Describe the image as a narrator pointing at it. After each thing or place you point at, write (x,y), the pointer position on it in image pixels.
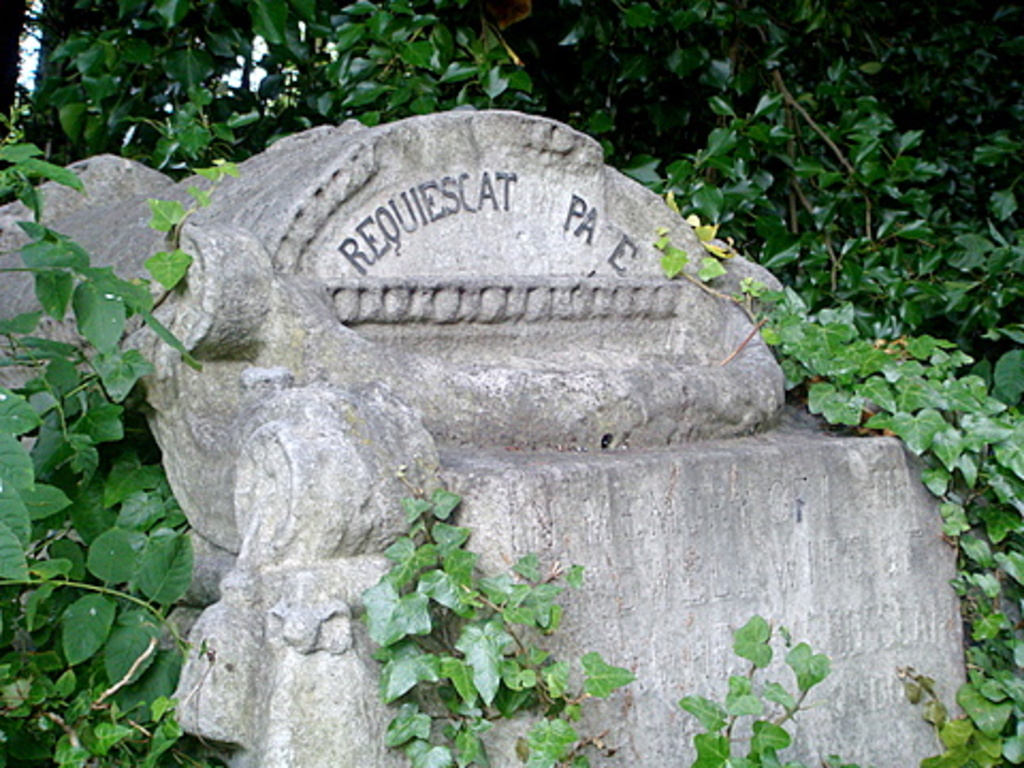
In the image we can see there is a stone gravestone (613,485) kept on the ground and behind there are plants (386,101) and trees (958,282).
